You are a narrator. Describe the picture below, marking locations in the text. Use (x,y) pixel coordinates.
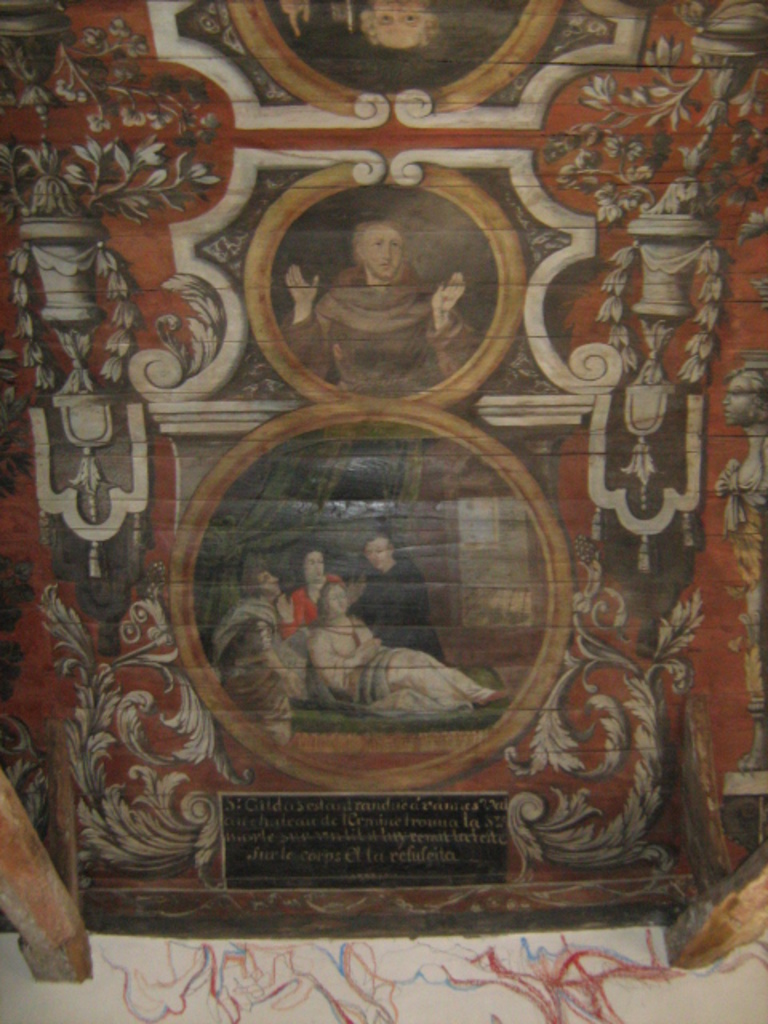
In this image I can see a painting (338,342) is on the board (434,711). We can see images (375,442) and something is written on the board (385,853).
